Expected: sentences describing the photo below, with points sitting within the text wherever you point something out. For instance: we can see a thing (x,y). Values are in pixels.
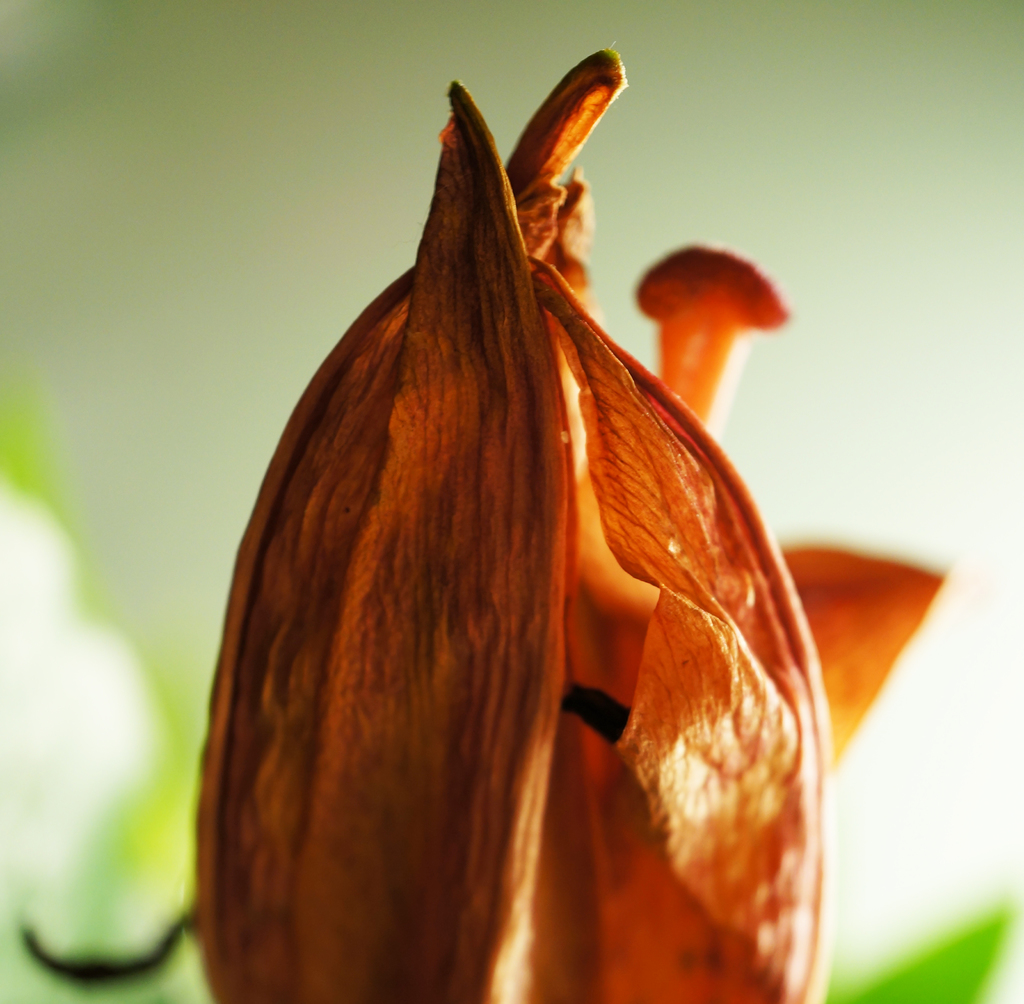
In this image, we can see a flower (622,766). Background (22,674) there is a blur view. Here we can see white and green colors.
